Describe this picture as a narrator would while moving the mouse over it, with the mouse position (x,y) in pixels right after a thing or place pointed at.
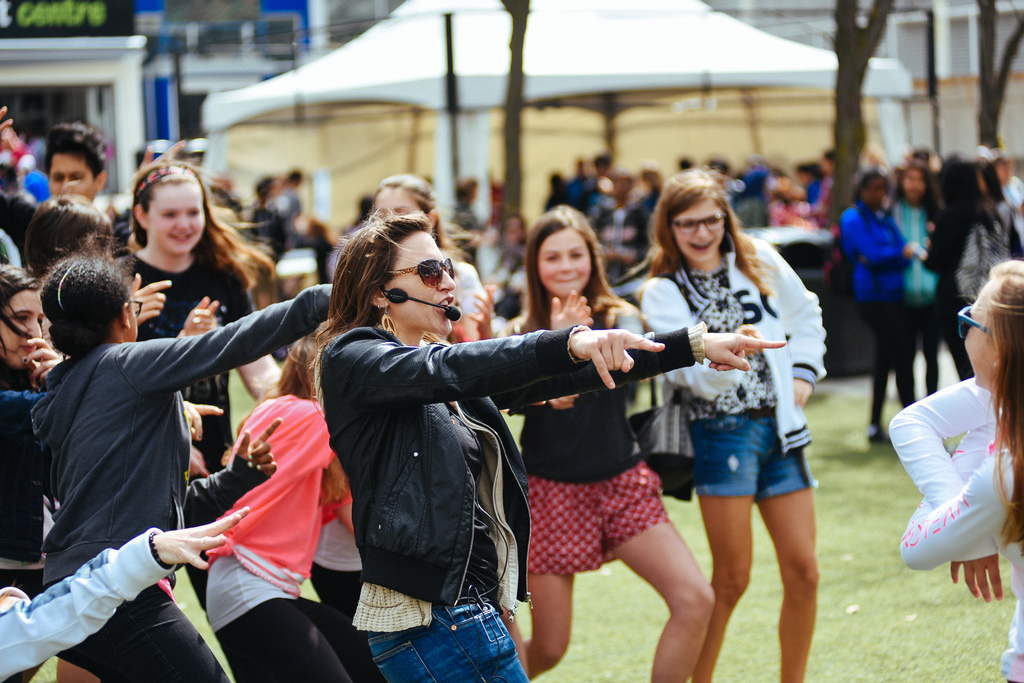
In the image there are many people (582,246) standing in an area (846,543) and it looks like they are dancing, in the background (695,99) there is a tent (657,76) and in front of the tent (615,111) there are trees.
